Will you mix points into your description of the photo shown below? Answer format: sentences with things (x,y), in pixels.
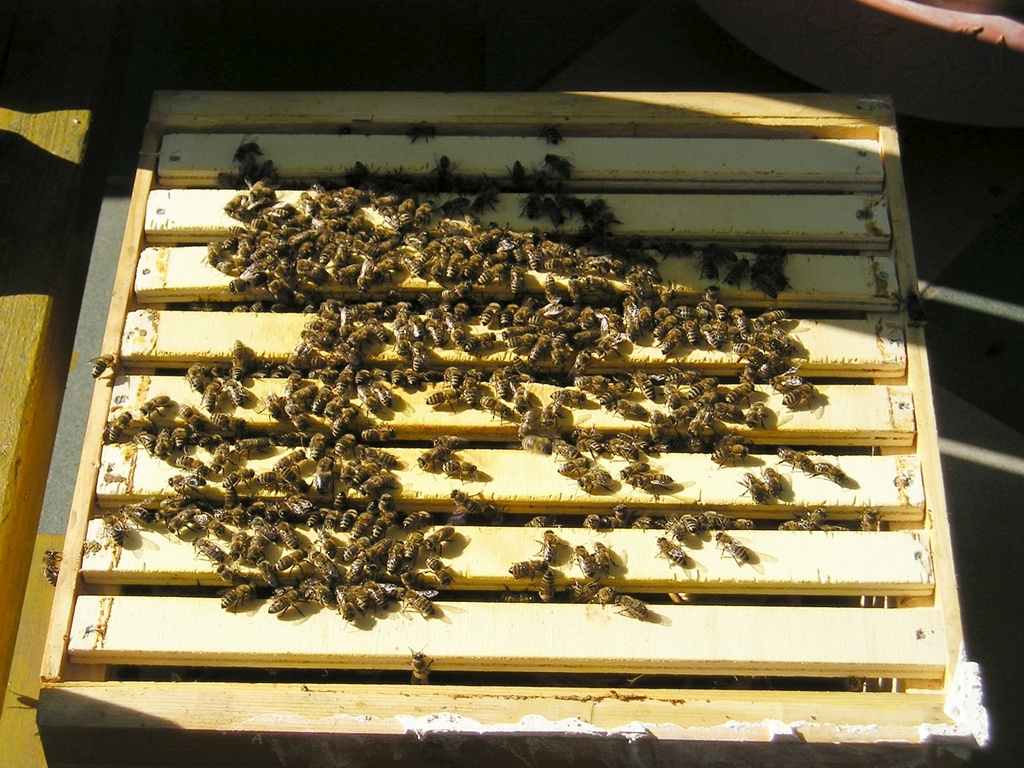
In this picture we can see wooden stick (828,346), on wooden sticks (861,307) we can see a group of honeybees (639,318).
